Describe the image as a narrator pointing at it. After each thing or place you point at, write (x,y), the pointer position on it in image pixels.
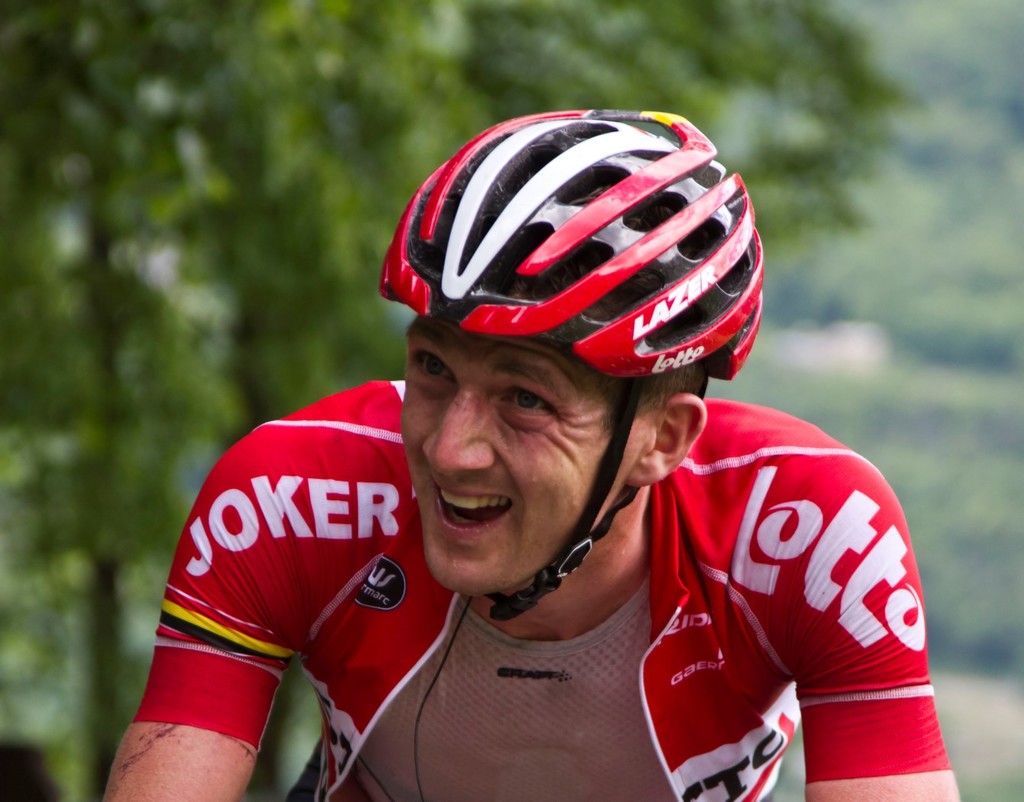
In this picture I can observe a man (507,719) in the middle of the picture (429,466). He is smiling and wearing helmet (631,339) on his head (478,494). In the background (306,125) I can observe trees (539,55).
